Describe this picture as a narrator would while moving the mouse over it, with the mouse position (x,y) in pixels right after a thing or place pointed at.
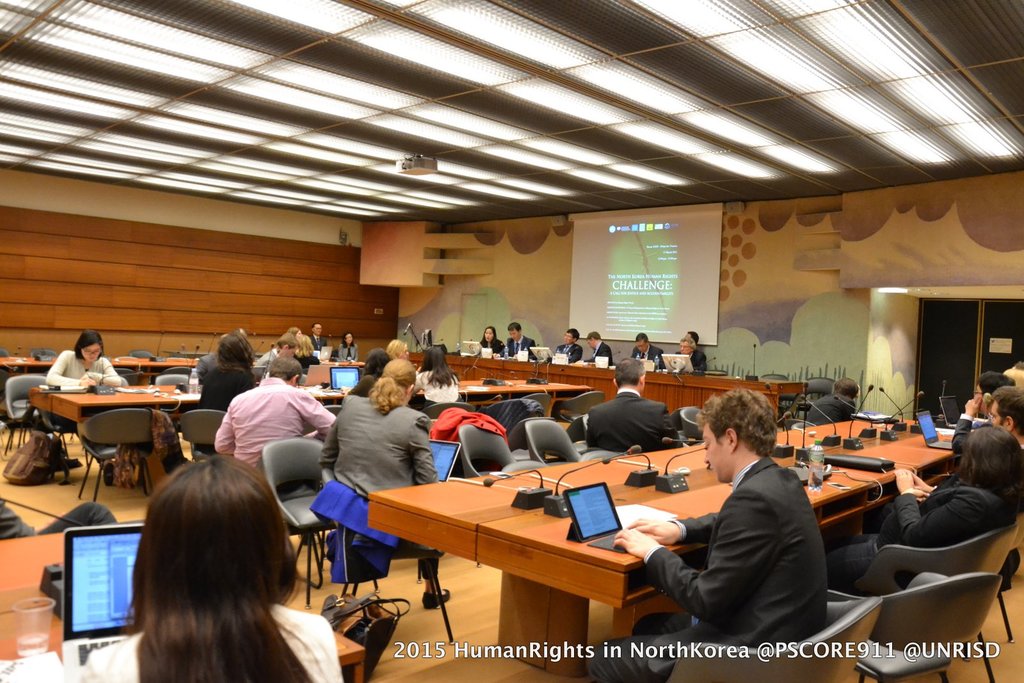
In the image we can see group of persons (836,565) were sitting on the chair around the table (672,400). On table (622,498), we can see laptop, water bottle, microphone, wire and glass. In the background (176,301) there is a wall (176,301), door (945,369) and light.
